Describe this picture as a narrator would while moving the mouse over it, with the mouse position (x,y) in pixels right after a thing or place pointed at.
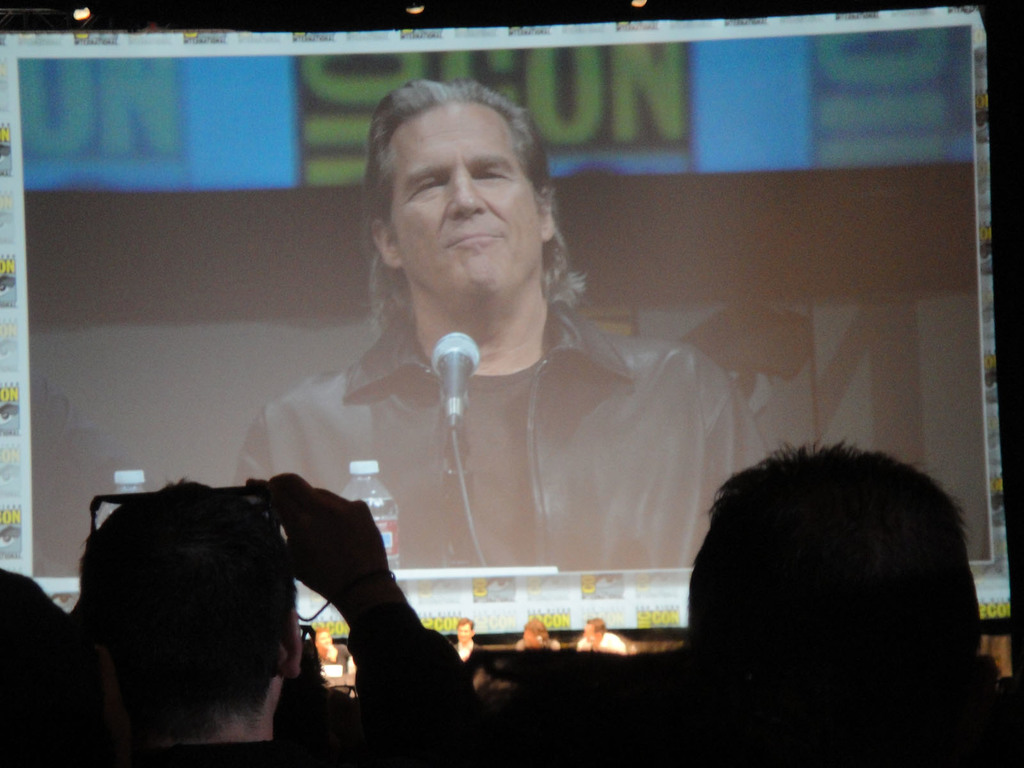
Here we can see people heads (206,500). In the background (628,56) we can see people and screen (581,74), in this screen (458,116) we can see a man (484,277), in front (465,349) this man (461,324) we can see bottles (385,503) and microphone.
